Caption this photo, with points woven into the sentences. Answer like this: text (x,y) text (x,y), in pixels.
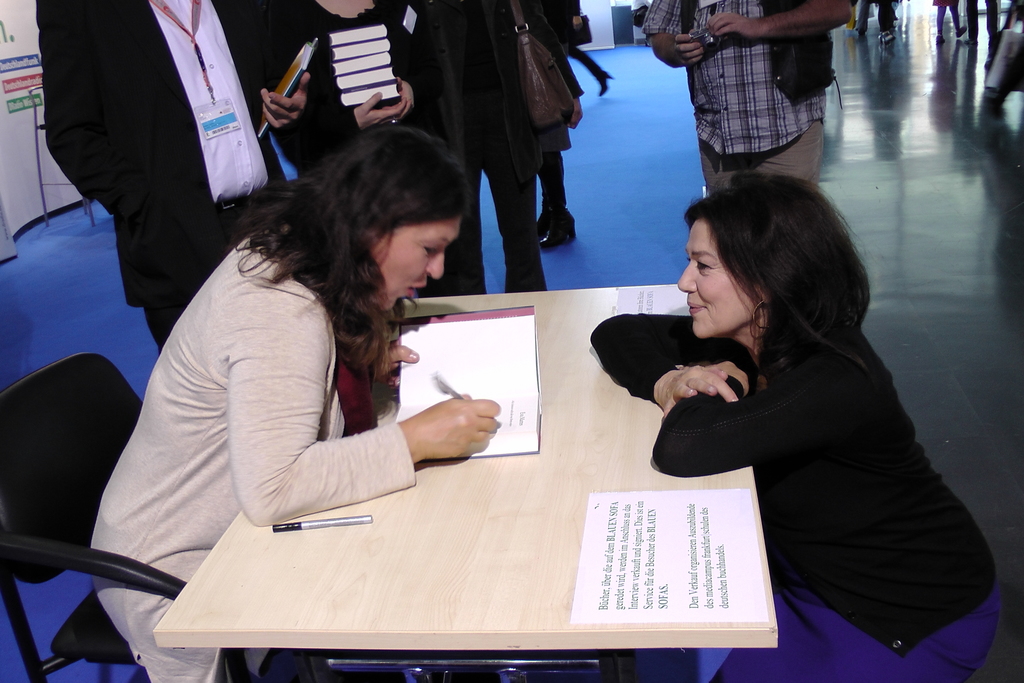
In this image we can a group of persons (779,123) and among them few people (804,157) are holding objects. In the foreground (375,578) we can see a table (390,547). On the table (380,561) we can see a book (507,409), pen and two papers (616,582). In the papers (637,543) we can see some text (653,540). Beside the table (515,495), we can see two persons (290,463). On the left side (224,449), we can see the person (158,458) sitting on a chair (57,550). In the top right (975,30), we can see persons (942,31) walking. In the top left (35,87), we can see a wall (21,90) and on the wall (19,98) we can see some text (24,100).
